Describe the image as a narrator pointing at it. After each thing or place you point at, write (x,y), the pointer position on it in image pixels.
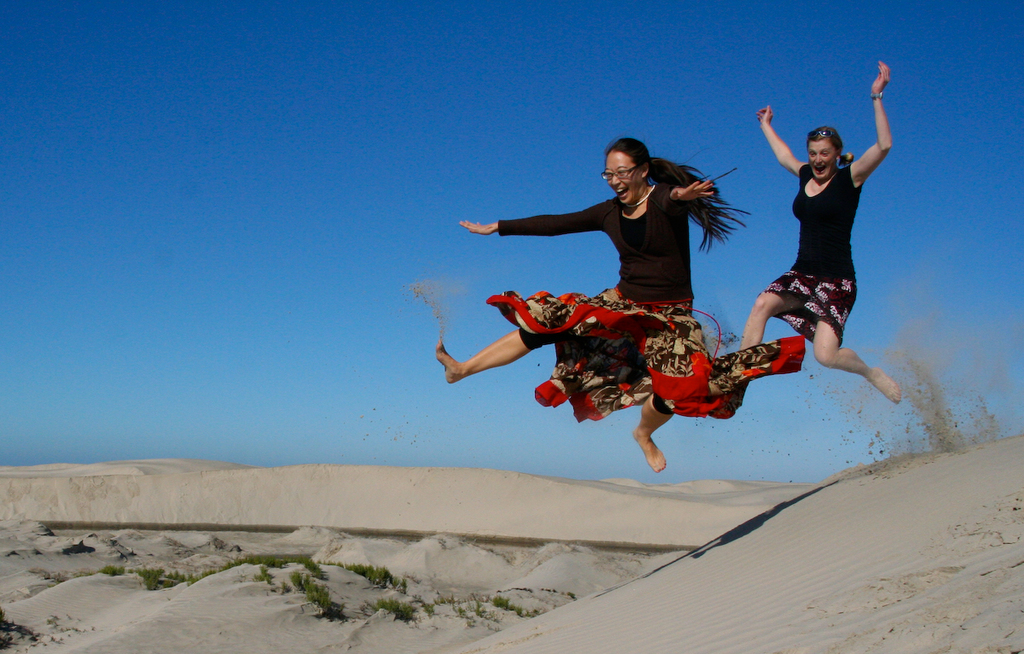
In this picture we can see two women (795,273) are jumping, at the bottom (860,588) there is sand (856,601), we can see plants (227,570) in the middle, we can see the sky (338,146) at the top of the picture (338,146).
